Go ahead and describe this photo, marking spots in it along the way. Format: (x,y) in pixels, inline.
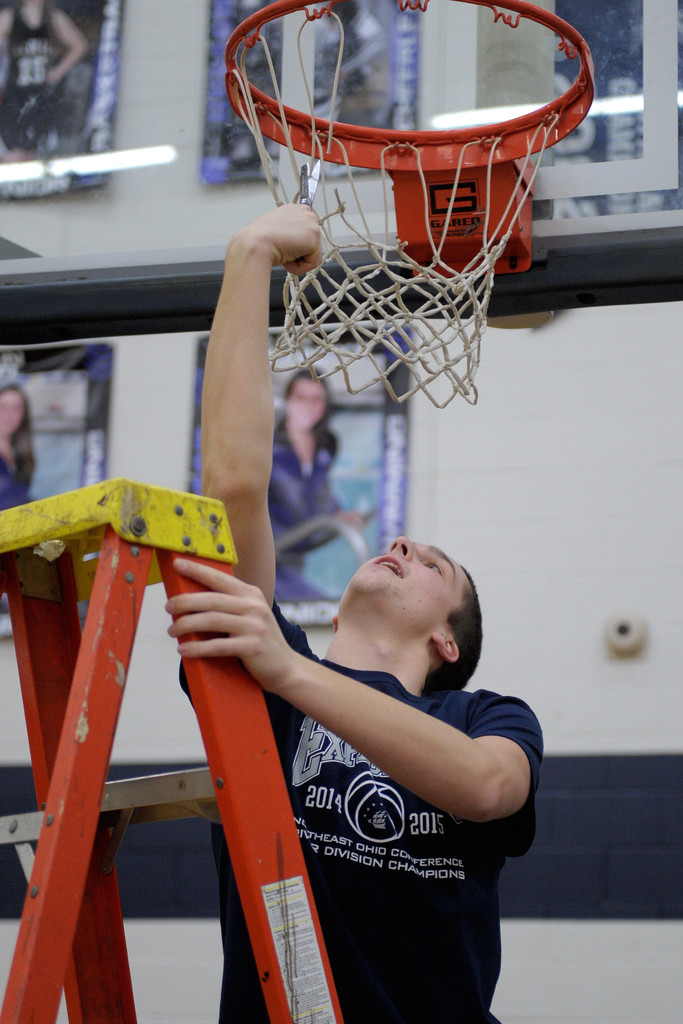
In this picture I can see the ladder (39,745) in front (116,708) and I see a man (441,714) who is holding it and I see that holding a net (256,128) which is of a basket (539,143). In the background (57,61) I see the wall (586,347) on which there are few photo frames (303,382).
